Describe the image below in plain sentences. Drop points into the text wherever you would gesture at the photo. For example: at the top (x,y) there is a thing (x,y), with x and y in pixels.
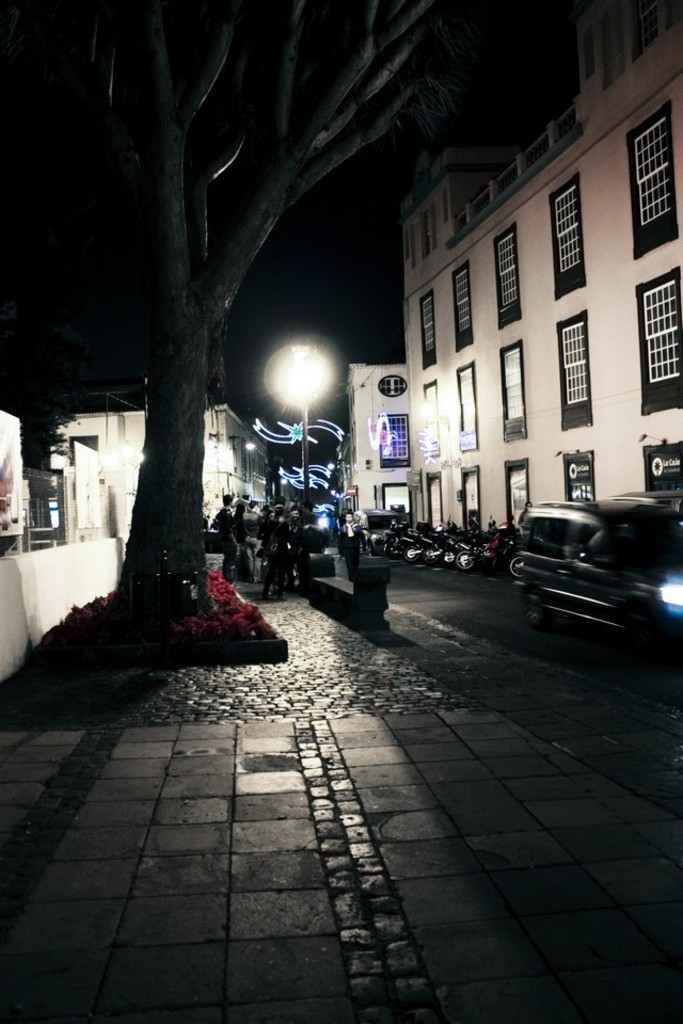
In this image I can see a building (481,462) in white color, few vehicles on the road (672,688), light pole (305,374), trees (349,140) and the background (342,333) is in black color.
